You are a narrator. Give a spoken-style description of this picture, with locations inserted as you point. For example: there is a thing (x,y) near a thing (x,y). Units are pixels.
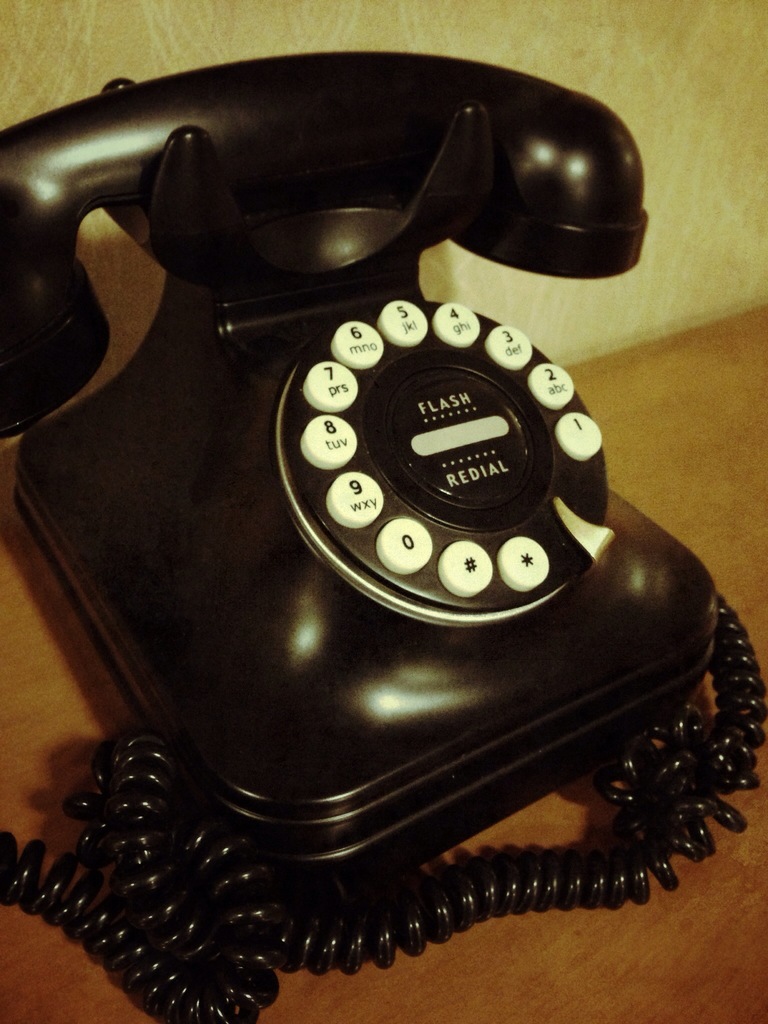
In the image we can see a telephone (159,486), black in color. These are the numbers (456,329), cable wire (256,899) and wooden surface (648,961).
